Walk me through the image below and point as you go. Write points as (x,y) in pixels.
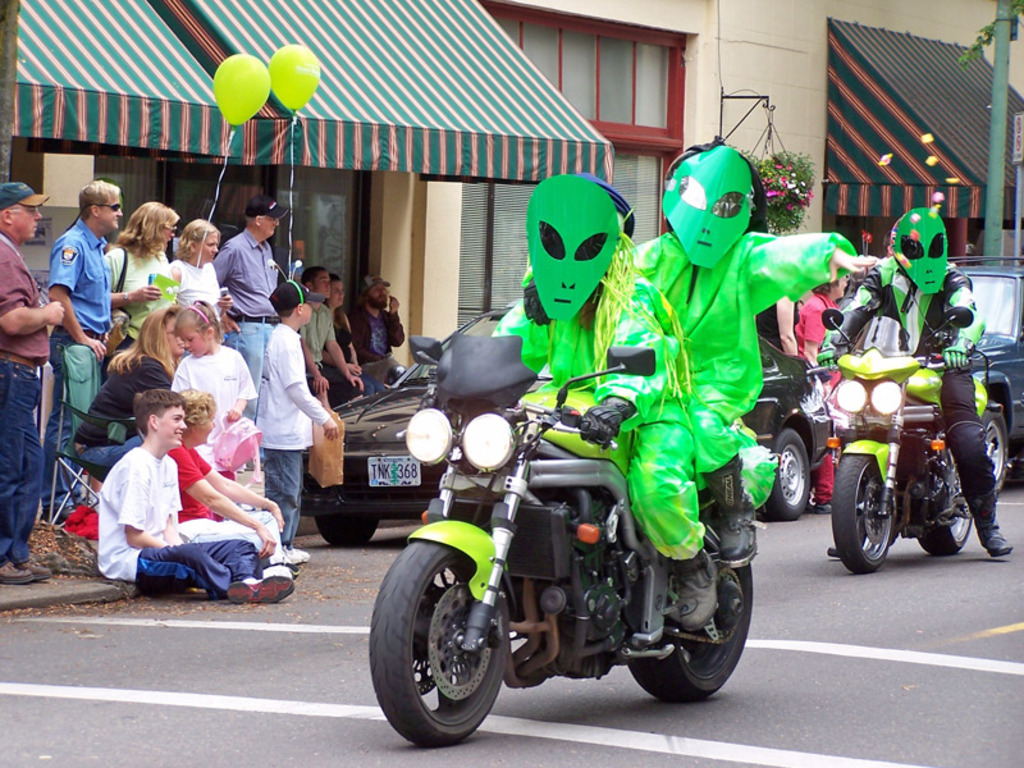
In this image we can see people (708,414) sitting on bikes (421,594). At the bottom of the image (835,715) there is road (306,719). In the background of the image (303,218) there is a building (703,29). There are people (33,473). There are cars (1007,304). To the right side of the image (1002,39) there is a pole (990,178). There is a flower pot (796,170) hanging.
